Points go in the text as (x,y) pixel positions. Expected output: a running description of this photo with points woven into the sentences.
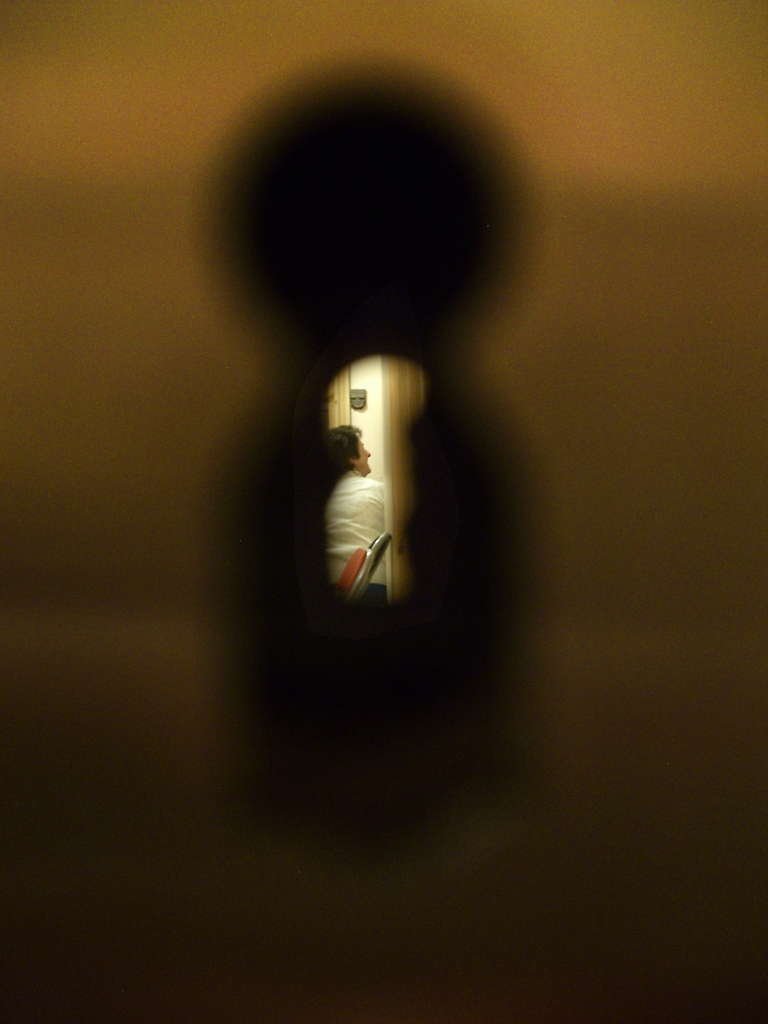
There's a hole (290,469). Through the hole (391,416) we can see a person (363,456) and some other items (394,442).
